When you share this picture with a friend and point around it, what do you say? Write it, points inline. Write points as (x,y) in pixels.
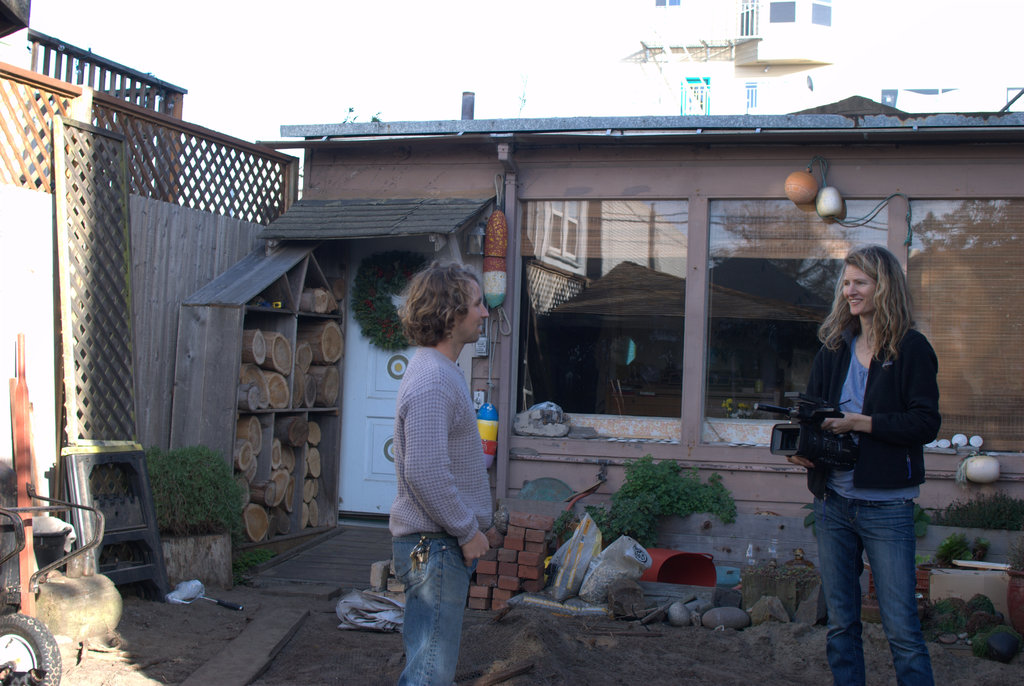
In this image I can see a person (440,452) wearing t shirt (445,447) and blue jeans (423,588) is standing and a woman (888,403) wearing blue dress (843,392), black jacket (867,398) and blue jeans (860,523) is standing and holding a black colored camera (798,411) in her hand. In the background (772,392) I can see the house (628,204), few windows (661,245), the building (749,86), few wooden logs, few trees (186,499), few bricks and the sky (252,88).
